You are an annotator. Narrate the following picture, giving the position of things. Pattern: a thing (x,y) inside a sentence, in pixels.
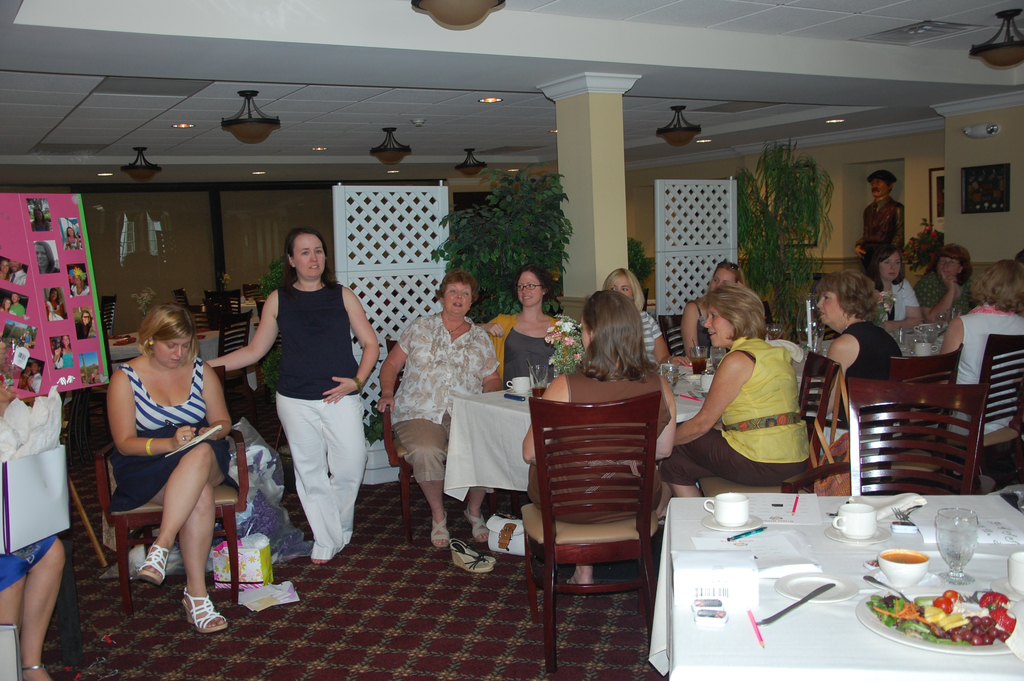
In this picture we can see group of people (316,363) few are seated on the chair (585,479) and few are standing, and we can see cups (735,495), plates (845,580), glasses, boxes (745,606) on the table (762,605), in the background (493,219) we can find couple of trees (548,204) and lights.
